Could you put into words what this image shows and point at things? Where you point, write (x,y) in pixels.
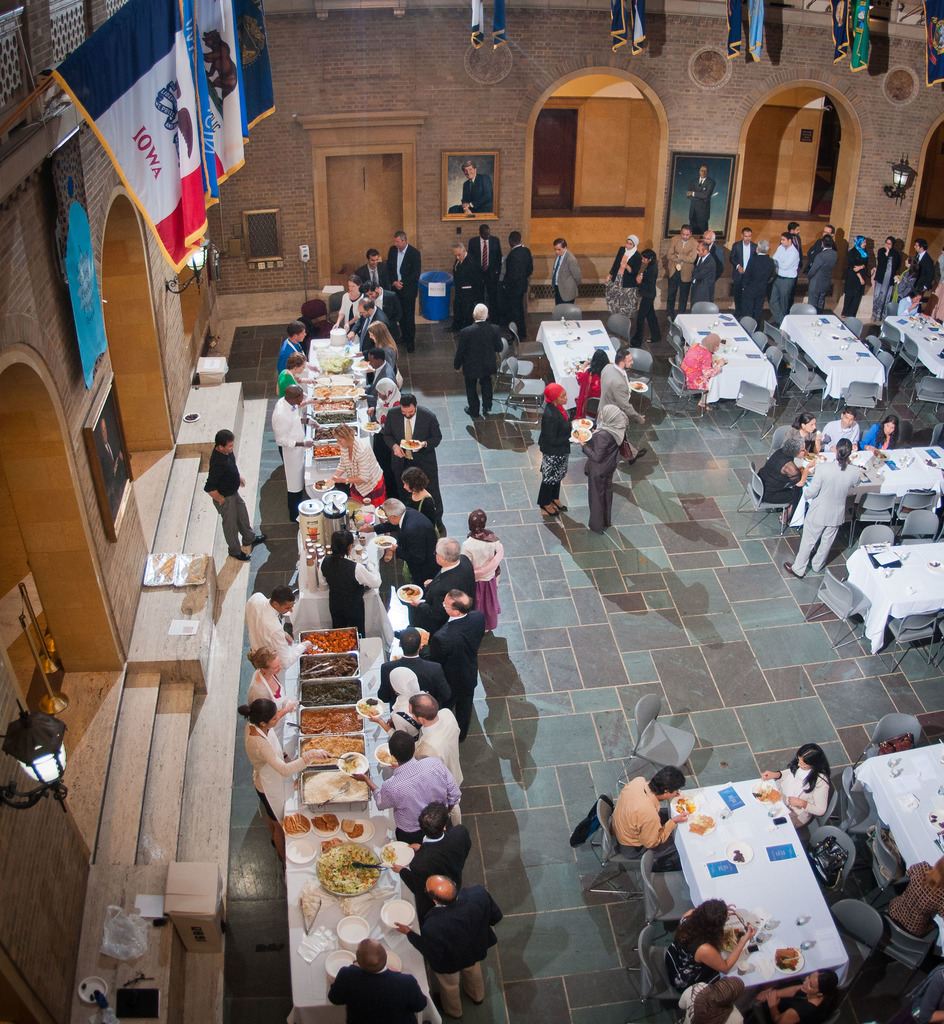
In this picture I can see there are few tables (914,813) into right and there are few people (793,810) sitting on the chairs (613,324) and having their meal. On to left (308,813) and there are tables (317,859) and there is food (321,730) in the utensils (333,709) and there are few people (261,724) serving the food (320,720) and the people (412,459) here are holding the plates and there is a wall (912,152) in the backdrop (912,152) and there are flags (128,60) attached to the poles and there are photo frames (453,191) on the wall (270,271).
